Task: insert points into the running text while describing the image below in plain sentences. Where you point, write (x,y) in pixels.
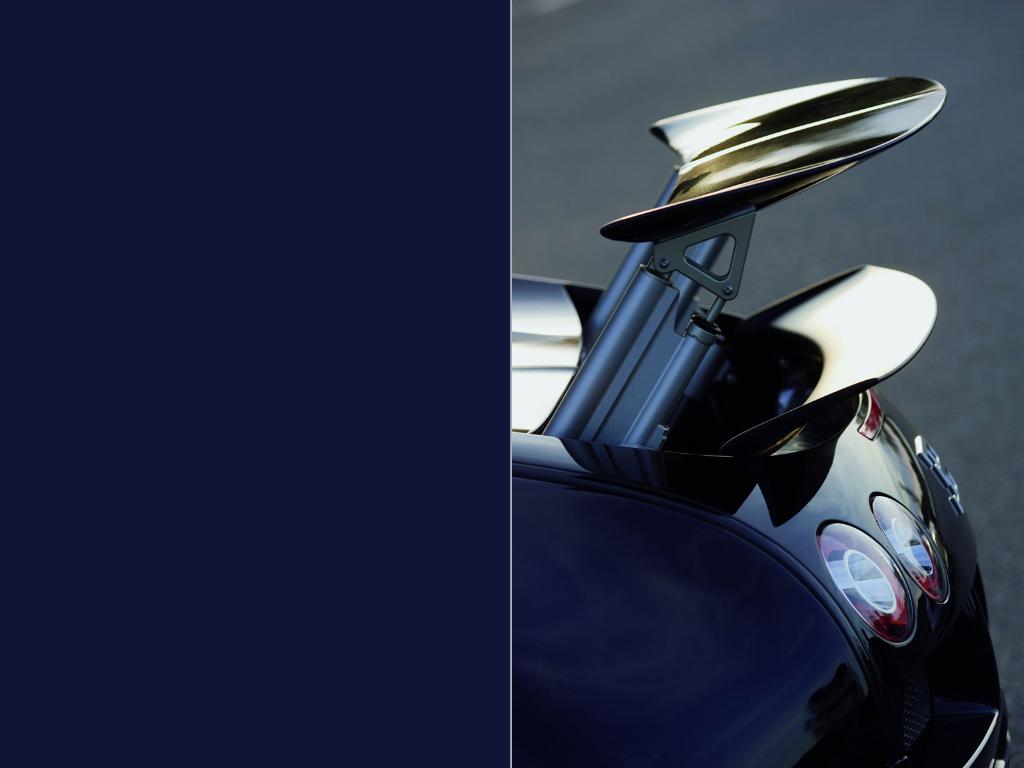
In the picture I can see collage of an image and there is an object (757,419) in the right corner (786,381) and there is blue color in the left corner (250,310).
